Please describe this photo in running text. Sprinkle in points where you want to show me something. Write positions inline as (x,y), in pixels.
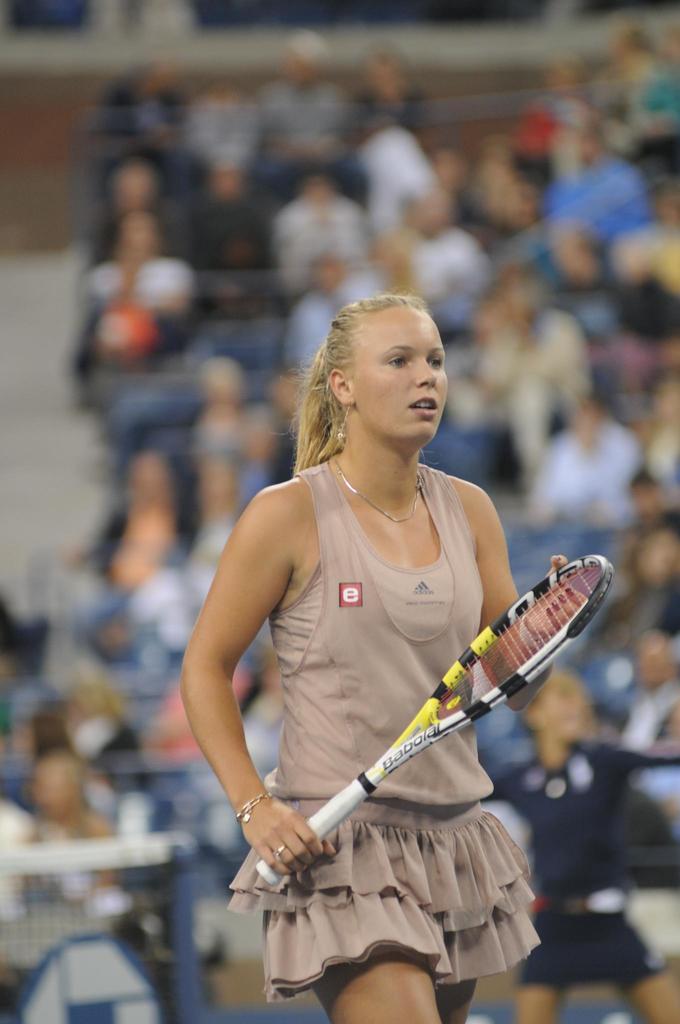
This picture is taken in a stadium (16,533), In the middle (366,569) there is a woman (286,834) she is standing and holding a tennis racket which is in white color, In the background (80,660) there are some people (212,209) sitting on the chairs (272,190).
